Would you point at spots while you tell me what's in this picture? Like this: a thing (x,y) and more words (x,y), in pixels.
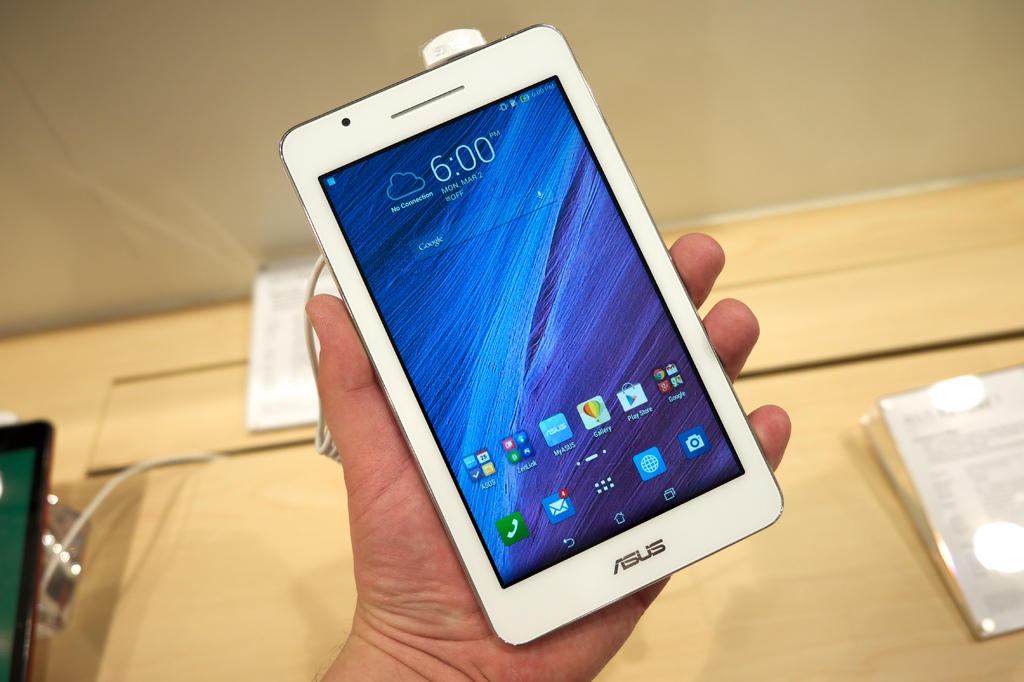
In the foreground of this picture (364,456) we can see the hand (368,465) of a person (359,442) holding a white color mobile phone (430,400) and we can see the numbers (465,175), text (477,176) and the icons (675,380) on the display (524,211) of mobile phone (542,206). In the background (987,453) we can see there are some objects (1001,455) placed on the top of the wooden table (246,503).
